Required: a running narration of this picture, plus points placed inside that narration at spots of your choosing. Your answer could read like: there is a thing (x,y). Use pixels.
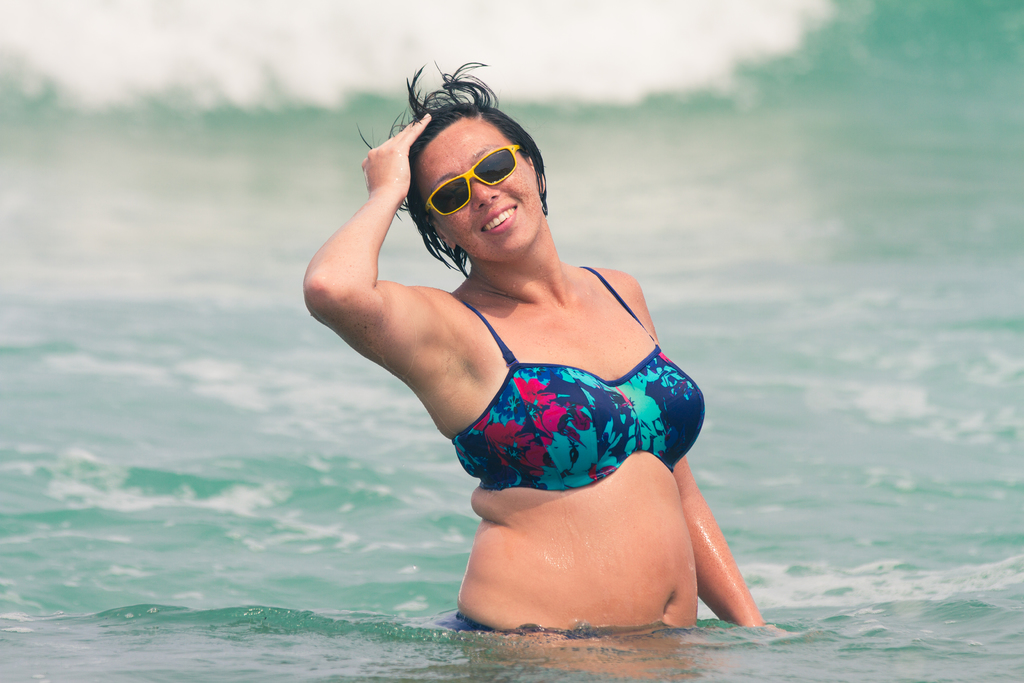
In this picture we can see a woman (583,379) is smiling, she is wearing goggles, at the bottom (811,509) there is water (823,406).
